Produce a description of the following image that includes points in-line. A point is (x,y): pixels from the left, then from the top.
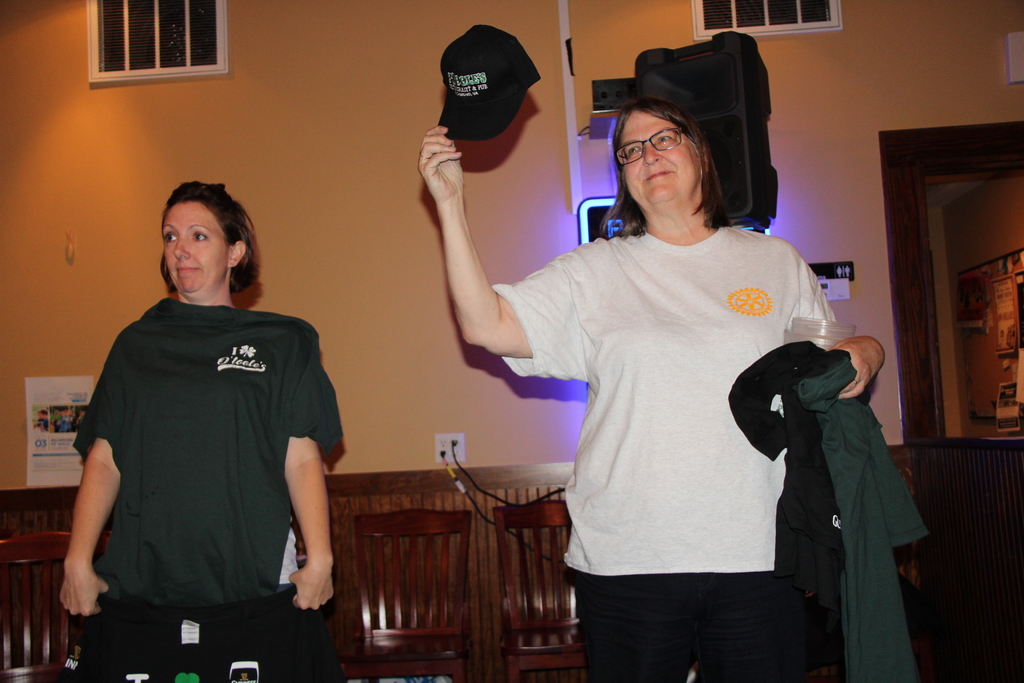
In the center of the image (635,417) we can see two persons (673,444) are standing and they are smiling. And we can see they are holding some objects (801,468). In the background (384,249) there is a wall (426,258), board (1014,373), switchboard (446,445), wires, posters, chairs (443,639) and a few other objects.
